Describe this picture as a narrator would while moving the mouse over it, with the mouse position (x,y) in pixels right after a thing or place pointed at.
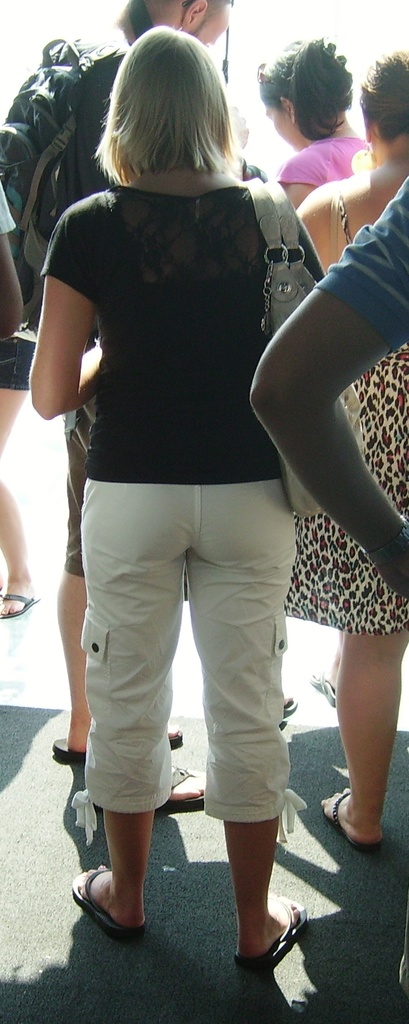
In this picture I can see there is a woman (239,403) standing and wearing a black color shirt (200,321) and a white pant (253,646). In the backdrop (293,156) there are few other people (341,179) standing.
